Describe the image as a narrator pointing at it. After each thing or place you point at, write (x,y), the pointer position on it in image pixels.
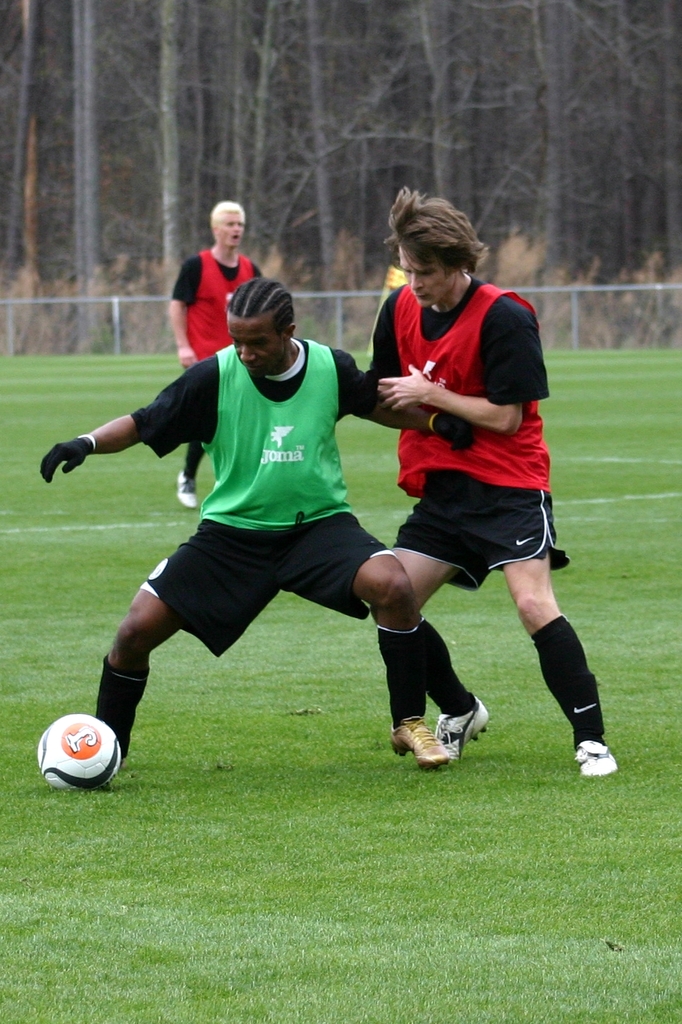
In the foreground of this image (431,529), there are two men (356,572) playing football (109,742). In the background (223,279), there is a man (228,259) walking on the grass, fencing (124,332) and the trees (254,119).
